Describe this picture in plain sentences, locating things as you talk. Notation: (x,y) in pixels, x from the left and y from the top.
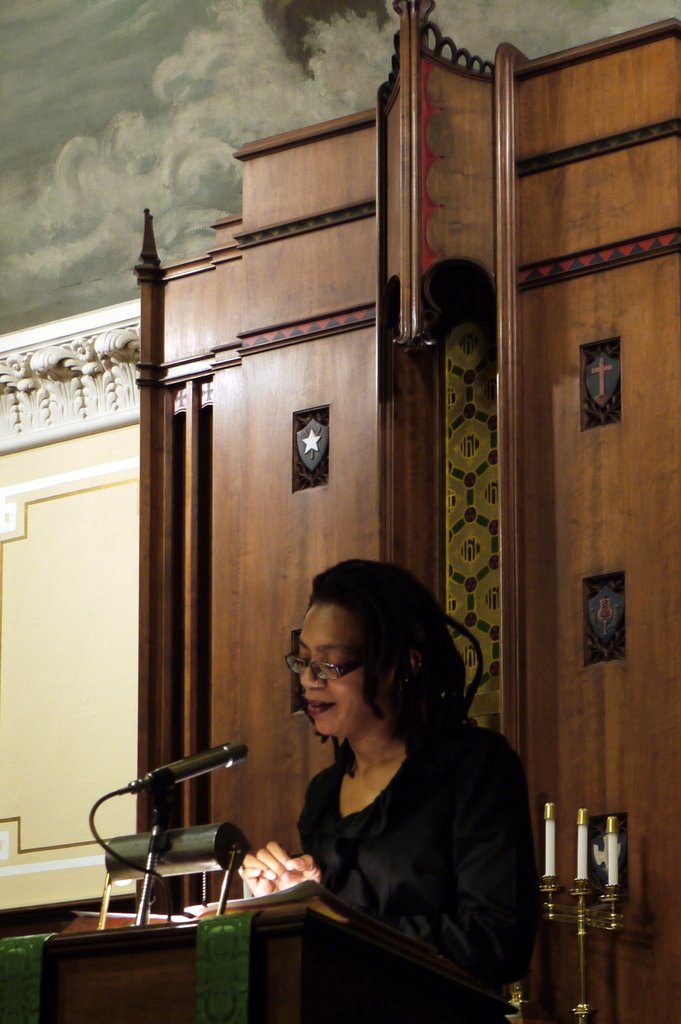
This is a person (429,882) standing. I can see a podium (304,914) with the mike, lamp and a book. This is the wooden board (546,468). I can see the candles (612,843) on the candle stand (582,910).
